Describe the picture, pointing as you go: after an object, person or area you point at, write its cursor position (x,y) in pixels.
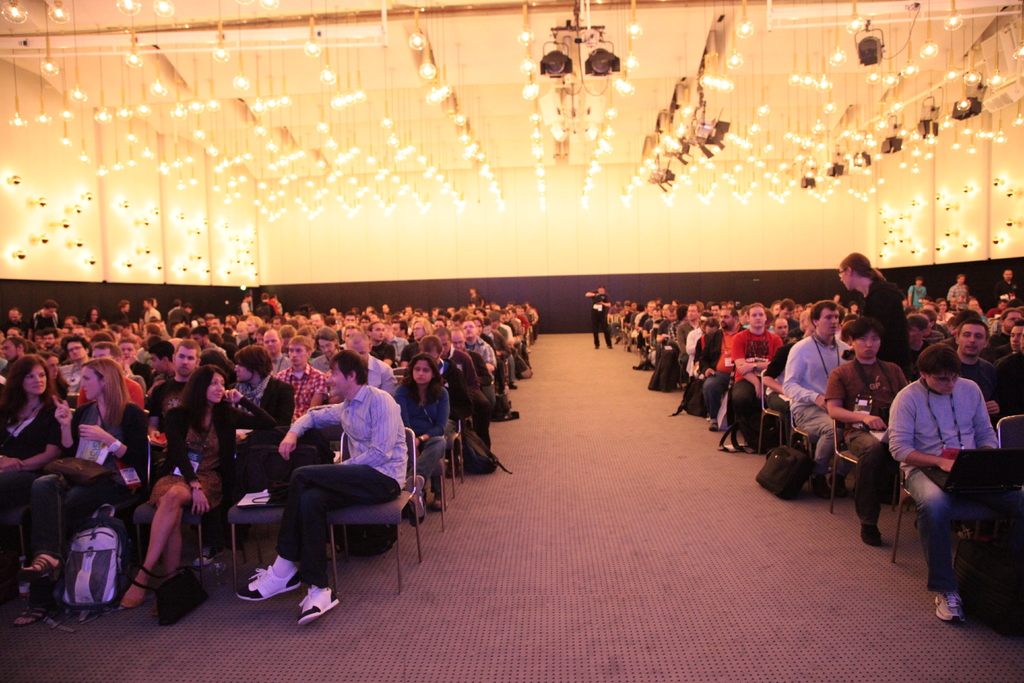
In this image there is a hall (891,399), in that hall (879,399) there are people (269,425) sitting on chairs (415,449), on the top (605,133) there are lights (936,115).
